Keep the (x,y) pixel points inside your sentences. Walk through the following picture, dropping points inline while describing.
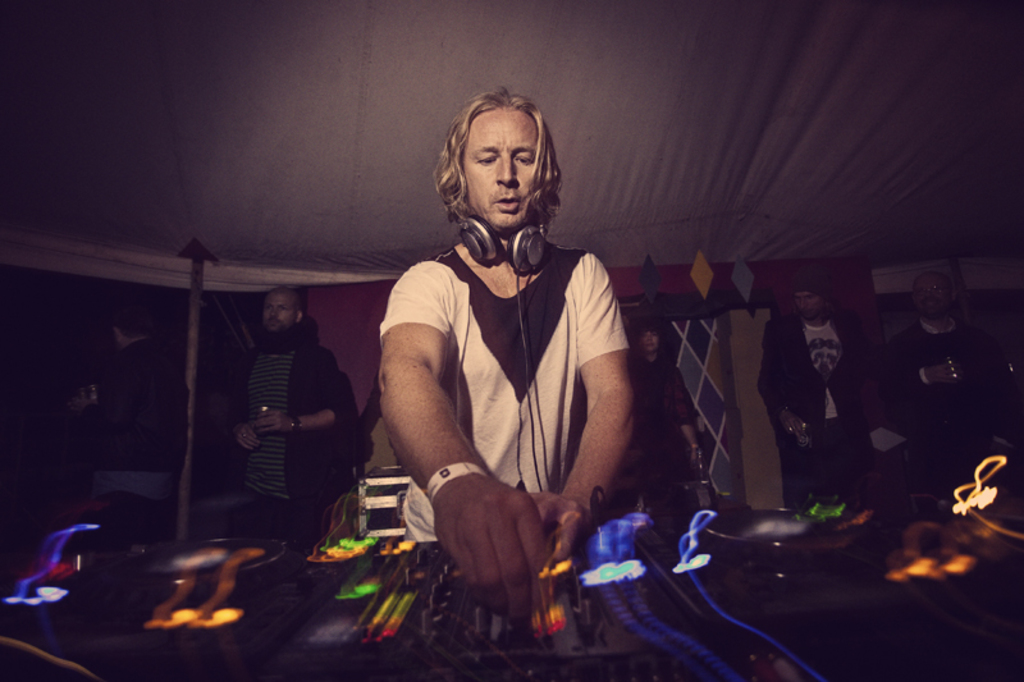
There is a man (513,354) standing and wired headset (527,282), in front of this man (555,272) we can see electrical device (944,615). In the background (244,417) we can see people (680,384) and this is tent (691,111).
